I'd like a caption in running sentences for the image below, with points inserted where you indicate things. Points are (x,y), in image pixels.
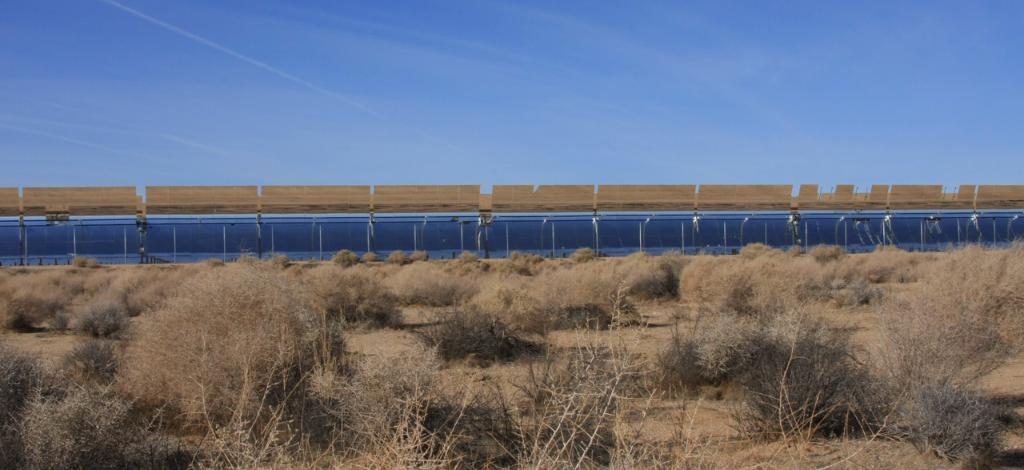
In this picture I can see few shrubs (973,262) and it looks like a solar power plant (76,248) in the back (263,212) and I can see blue sky (526,159).
